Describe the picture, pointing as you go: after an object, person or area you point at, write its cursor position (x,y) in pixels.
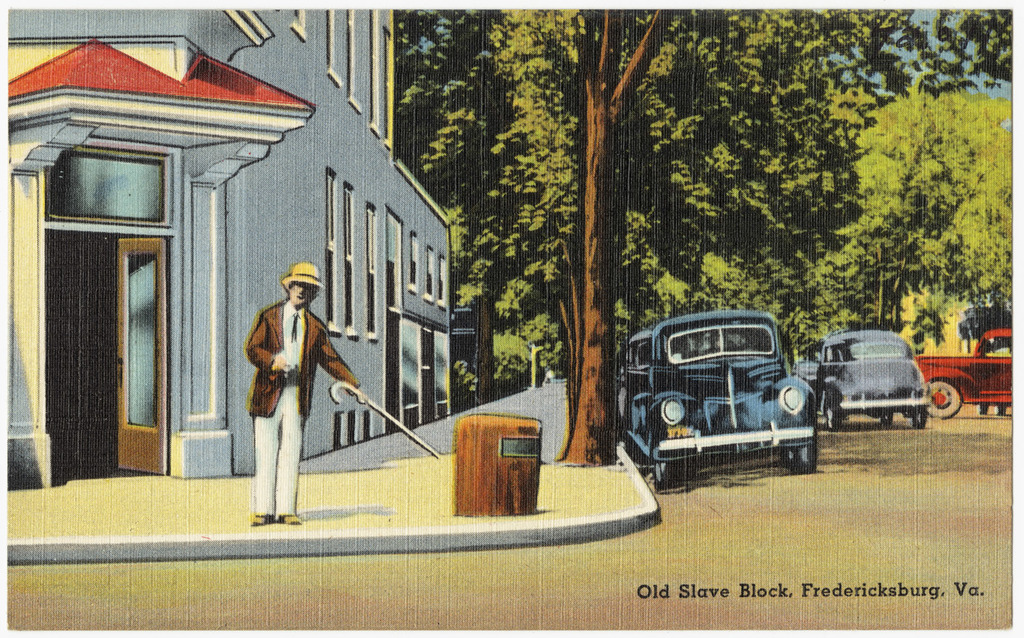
In this picture there is a person (279,353) wearing brown suit (260,363) is standing and holding a stick (366,400) in his hand (367,396) and there is a building (170,192) behind him and there are trees (739,185) and vehicles (780,375) in the right corner (811,303).
